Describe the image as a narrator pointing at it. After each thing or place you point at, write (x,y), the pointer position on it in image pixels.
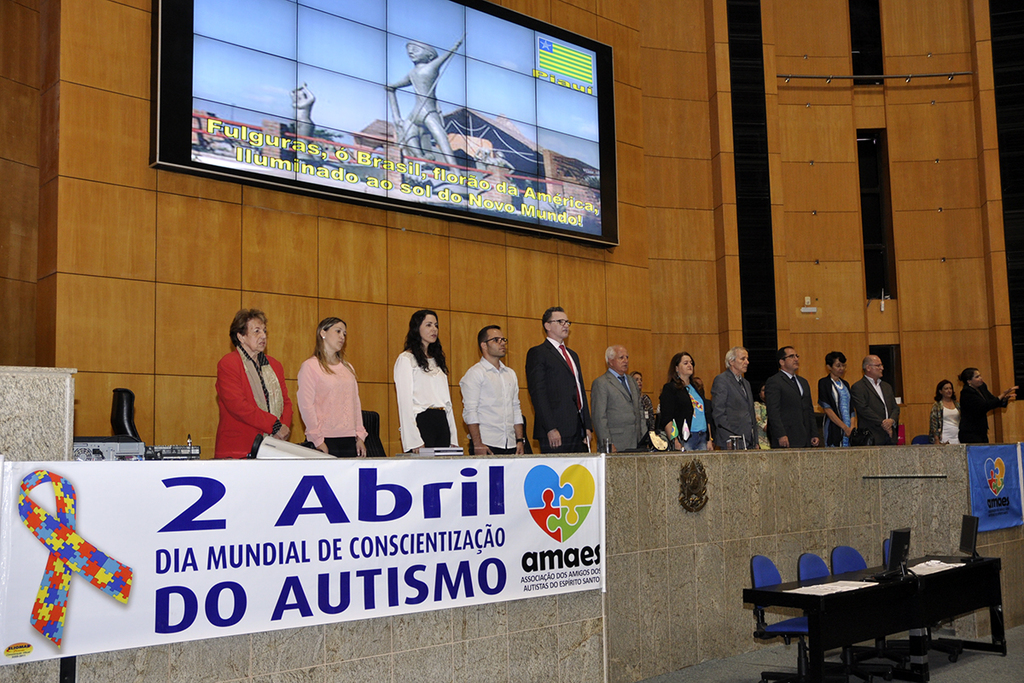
There are many people (431,388) standing in front of a desk (606,463) on which some files (454,452) and two flags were placed. There are men (806,402) and women (415,406) in this group (313,401). In front of the desk (739,454) there is a poster (256,573). In the background (239,92) there is a large display screen (404,108) attached to the wall (493,240) here. In the right side (888,594) we can observe a table (862,580) and some chairs (846,567).
